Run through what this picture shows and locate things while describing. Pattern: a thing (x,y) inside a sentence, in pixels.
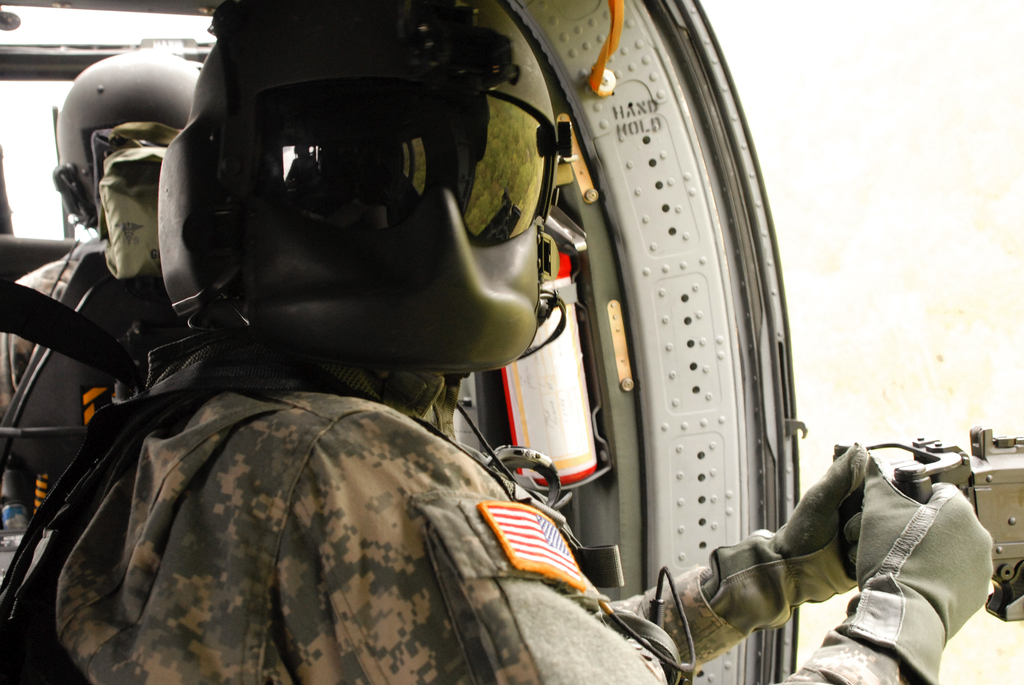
In the center of the image (396,387) we can see two persons (267,460) are sitting and they are wearing helmets (185,274). And the front person (314,476) is holding some object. In the background (613,256) there is a wall (729,362) and a few other objects (559,396).
